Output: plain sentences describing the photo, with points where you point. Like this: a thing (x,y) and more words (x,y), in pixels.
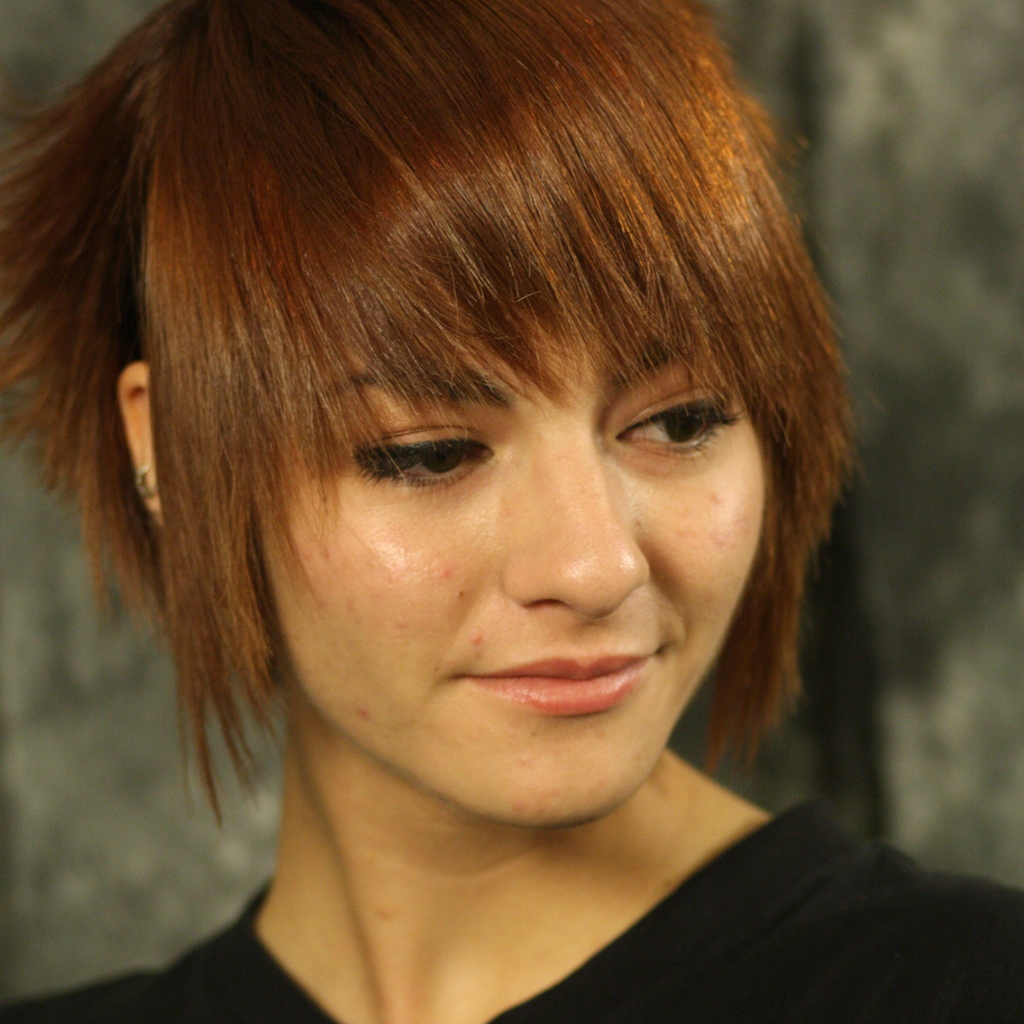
Here we can see a woman (759,579) and there is a blur background (159,740).
